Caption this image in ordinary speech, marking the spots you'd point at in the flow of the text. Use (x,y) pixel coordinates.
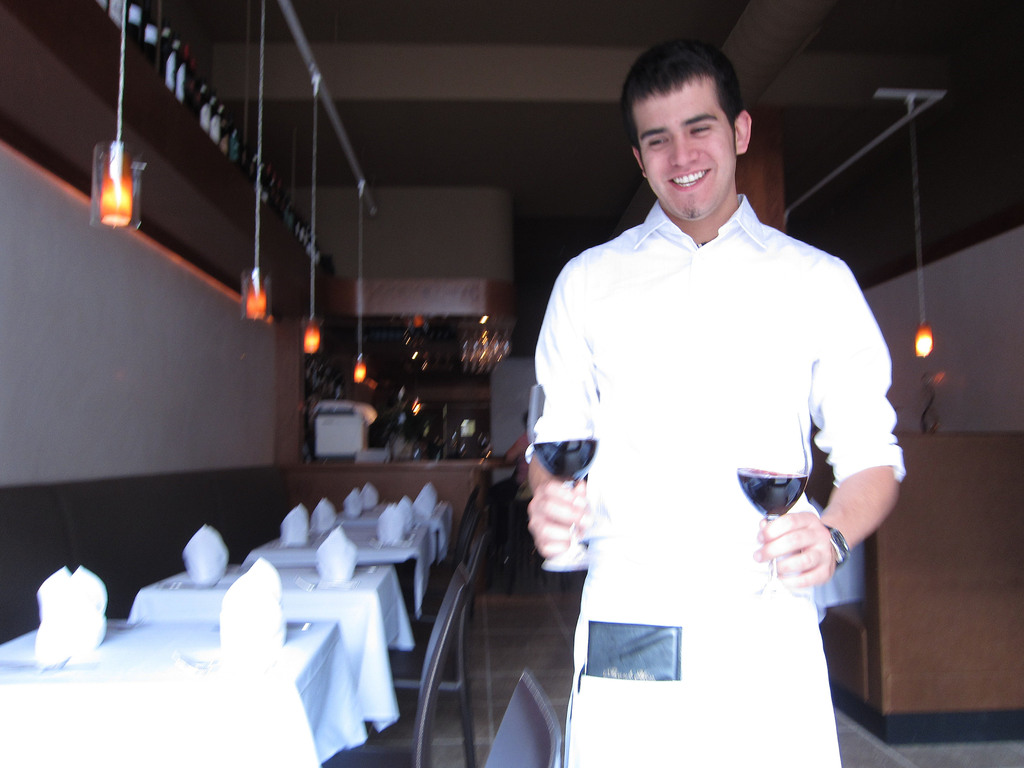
In this image there is one person (646,514) is standing at right side (711,459) to this image is wearing white color dress (726,537) and two cups (766,486) and there are some tables (275,573) and chairs (444,672) at left side of this image (282,647). There are white color clothes (239,671) are kept on this table (283,643). there is a wall (497,385) in the background (470,383) and there are some lamps (253,320) arranged at top left side of this image (115,214). There is one lamp (915,336) at right side of this image (926,353).
